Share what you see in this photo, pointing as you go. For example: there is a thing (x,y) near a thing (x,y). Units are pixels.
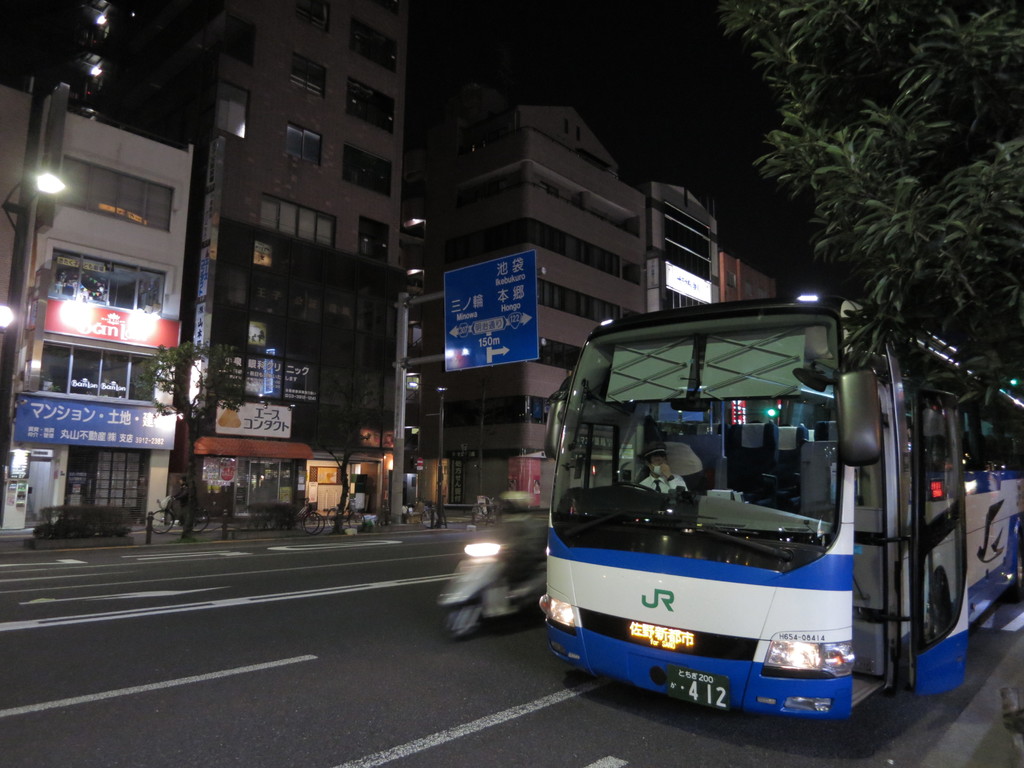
In this image, we can see vehicles (684,573) on the road (311,659) and in the background (424,151), there are buildings (466,187), trees (838,147), lights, boards (197,363), people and there are poles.
